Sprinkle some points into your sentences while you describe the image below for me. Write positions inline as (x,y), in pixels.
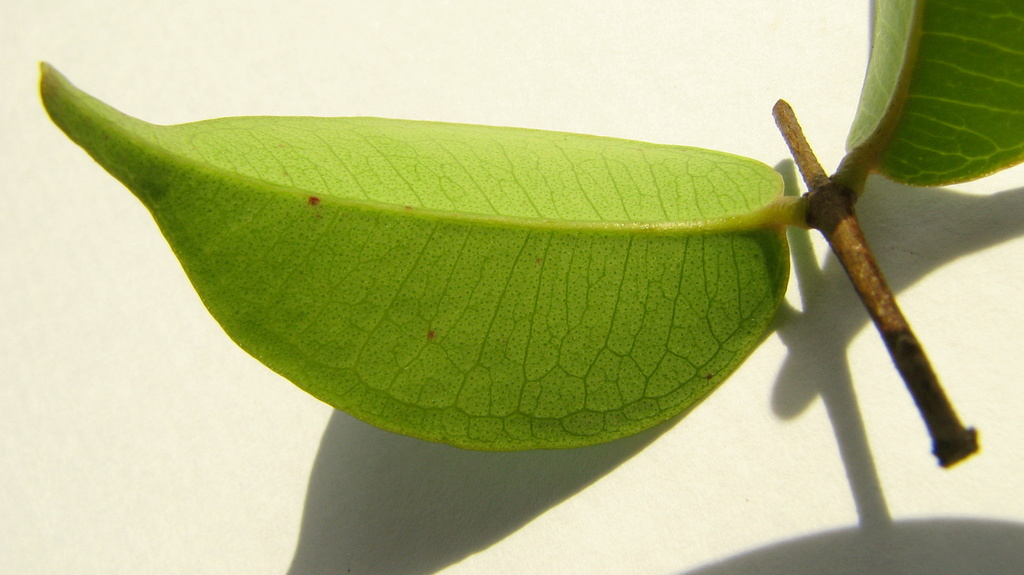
In this image we can see one small stem (826,211) with two green leaves (663,169) on the surface (1000,482).
